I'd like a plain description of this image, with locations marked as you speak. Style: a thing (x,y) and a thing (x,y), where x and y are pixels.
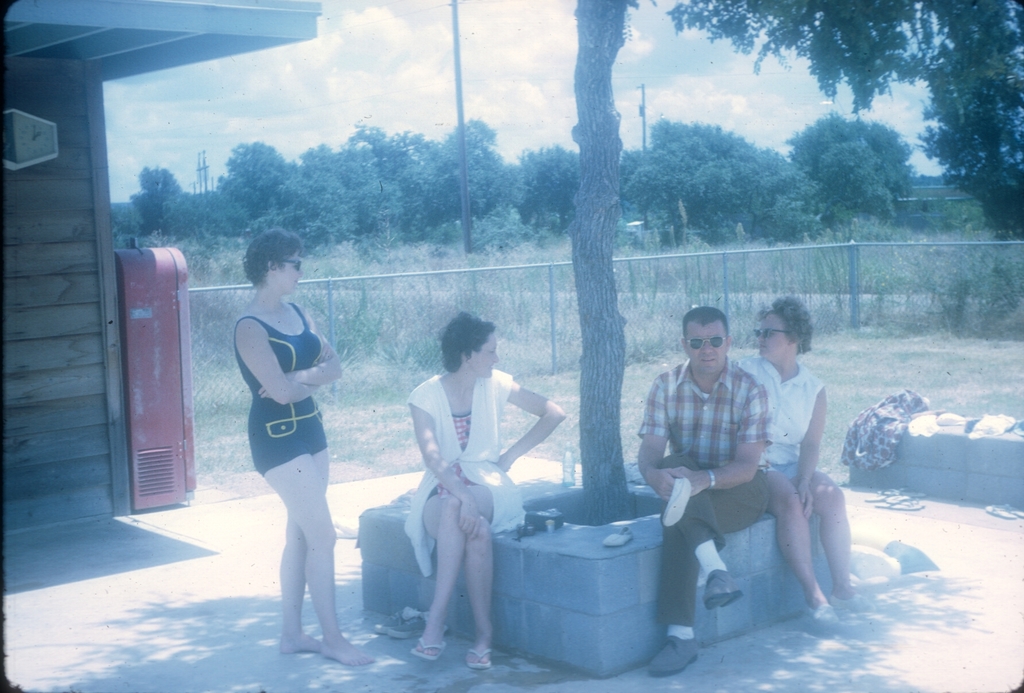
In this image we can see a group of people (458,454) sitting on the wall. One woman (310,398) is wearing spectacles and standing on the ground (250,658). In the background (930,294), we can see a fence (220,380), a group of trees (656,238) and a cloudy sky (266,121).
